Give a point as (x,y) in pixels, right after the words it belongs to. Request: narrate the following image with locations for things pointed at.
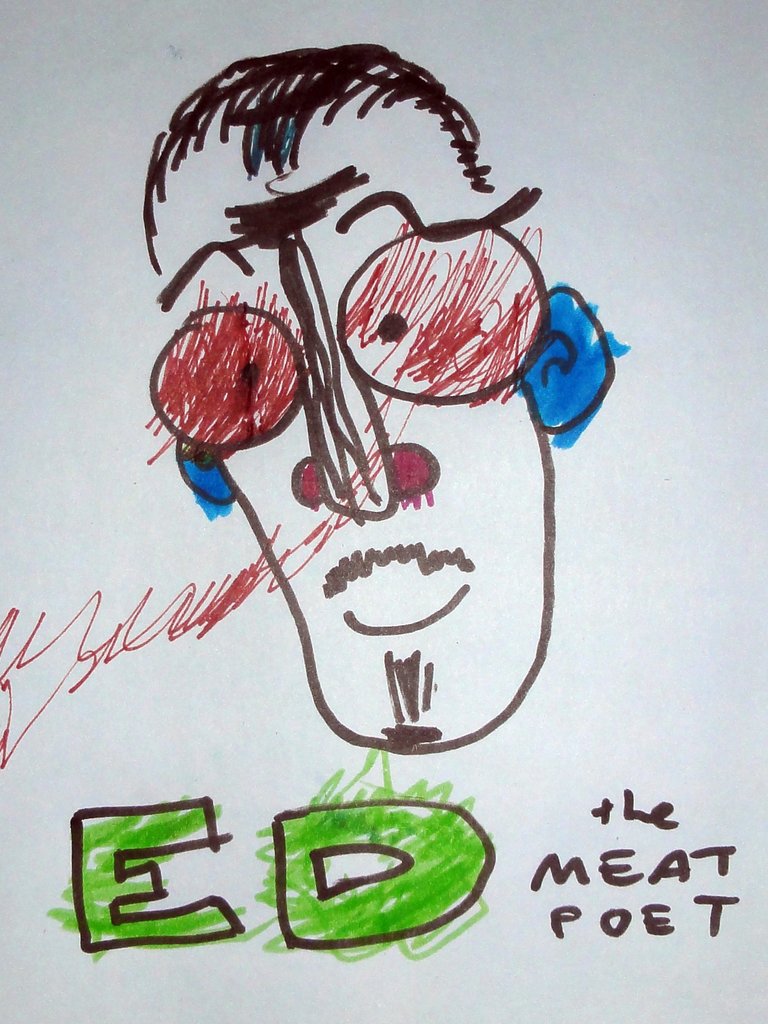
In this image there is a drawing (287,430) and there is some text (437,866) written on the paper (459,680).
